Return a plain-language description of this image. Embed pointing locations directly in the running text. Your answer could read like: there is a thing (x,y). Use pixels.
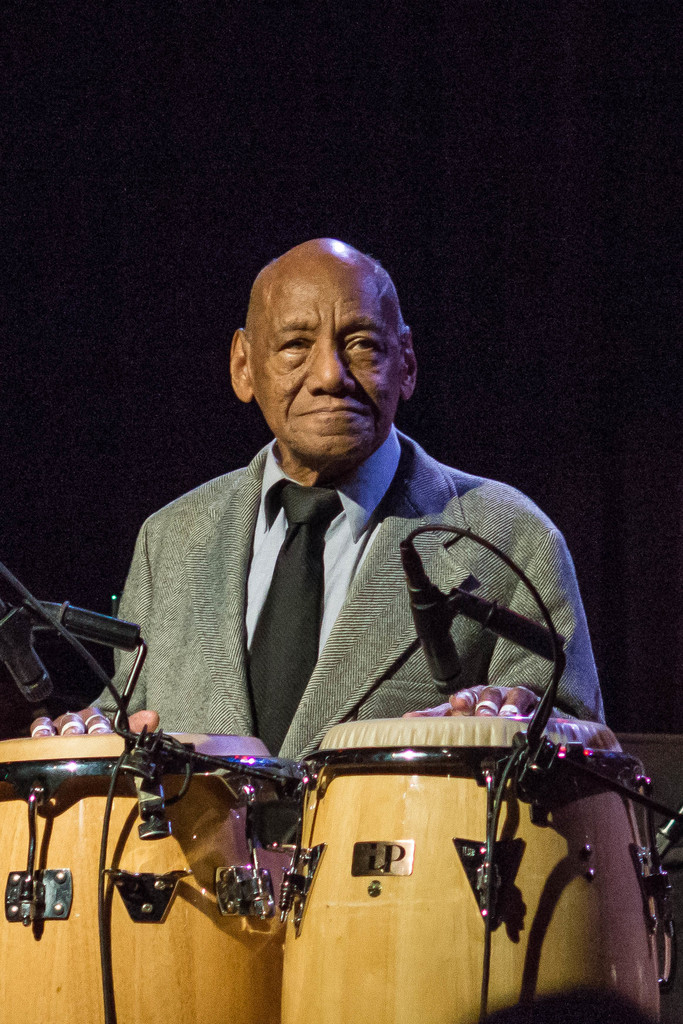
This man (256,591) wore suit (175,573) and tie (288,571) is standing. In-front of this man (260,538) there are musical drums (287,773). This is a mic (414,600) with mic holder (520,619).
